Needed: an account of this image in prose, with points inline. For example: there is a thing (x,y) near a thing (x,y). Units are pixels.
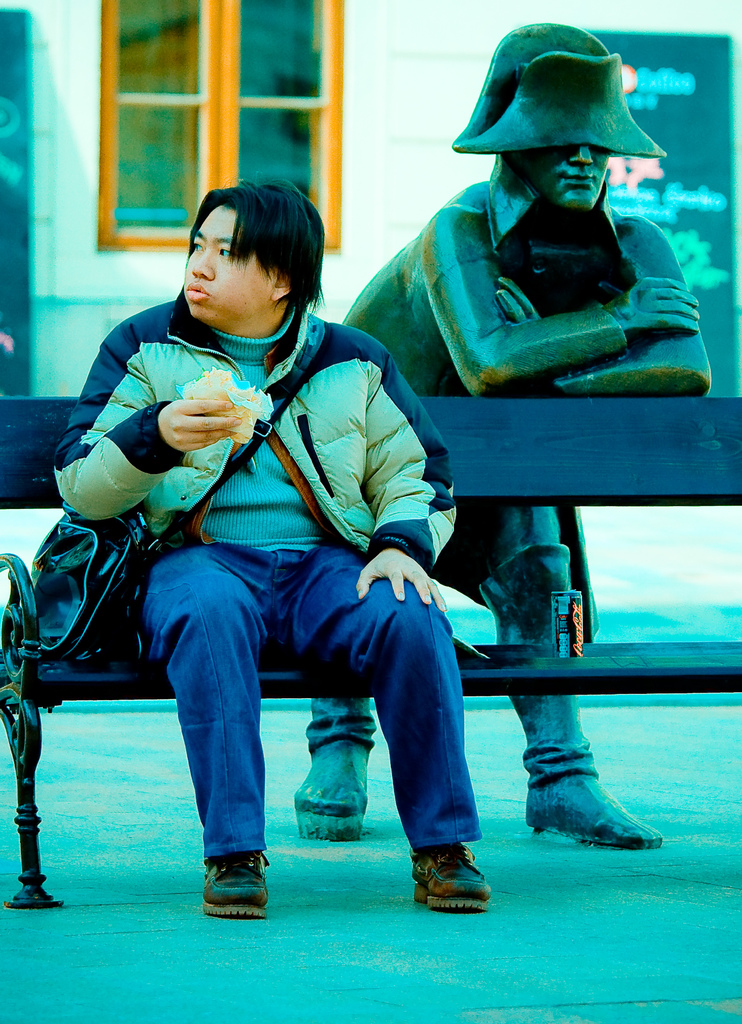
In the image there is a man (187,485) with jacket (187,485), bag (86,577) and holding the food item (242,422) in his hand (218,433). He is sitting on the bench (615,664). Beside him there is a tin (581,623) on the bench (542,460). Behind the bench (517,457) there is a statue (492,279). And in the background (397,188) there is a wall (400,100) with window (141,72) and poster (683,115).
